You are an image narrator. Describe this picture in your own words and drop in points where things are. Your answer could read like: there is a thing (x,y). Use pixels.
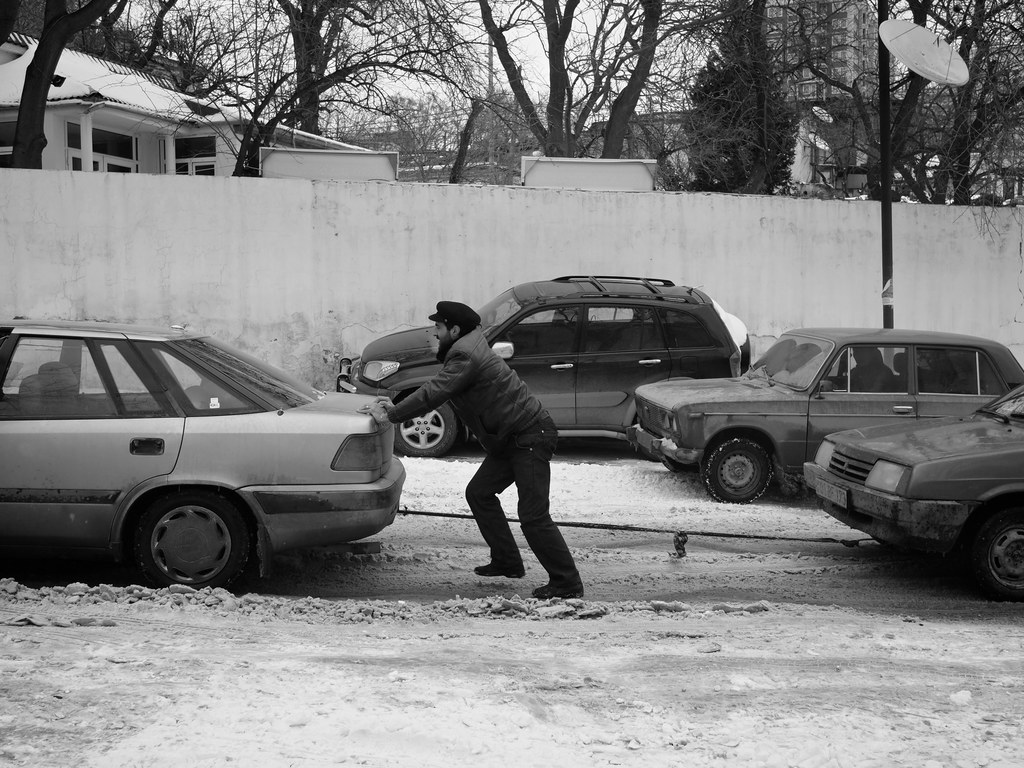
It is a black and white picture. In the front of the image (249,390) there is a person (416,411), pole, satellite dish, wall (865,323) and vehicles (832,389). In the background of the image (738,92) there are buildings (334,141), trees (679,85) and sky (334,107).
